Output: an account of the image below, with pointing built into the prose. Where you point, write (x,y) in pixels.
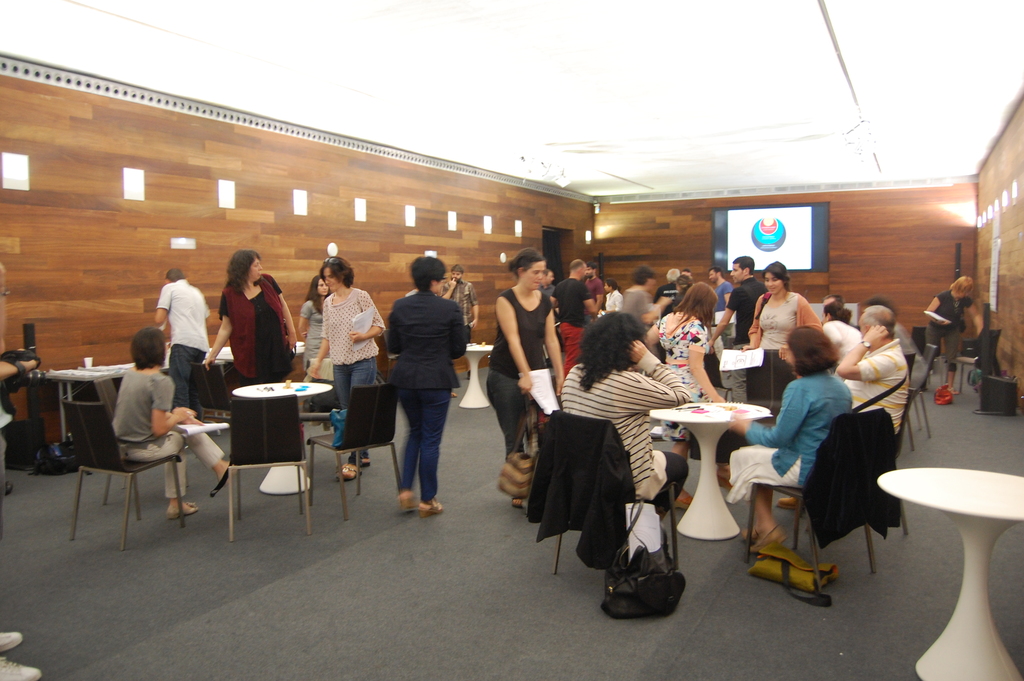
In the image there are many people (650,375) sat on chairs (229,410) around table (282,387) and at the background (773,241) there is screen (752,236), this seems to be a conference hall (50,541).
